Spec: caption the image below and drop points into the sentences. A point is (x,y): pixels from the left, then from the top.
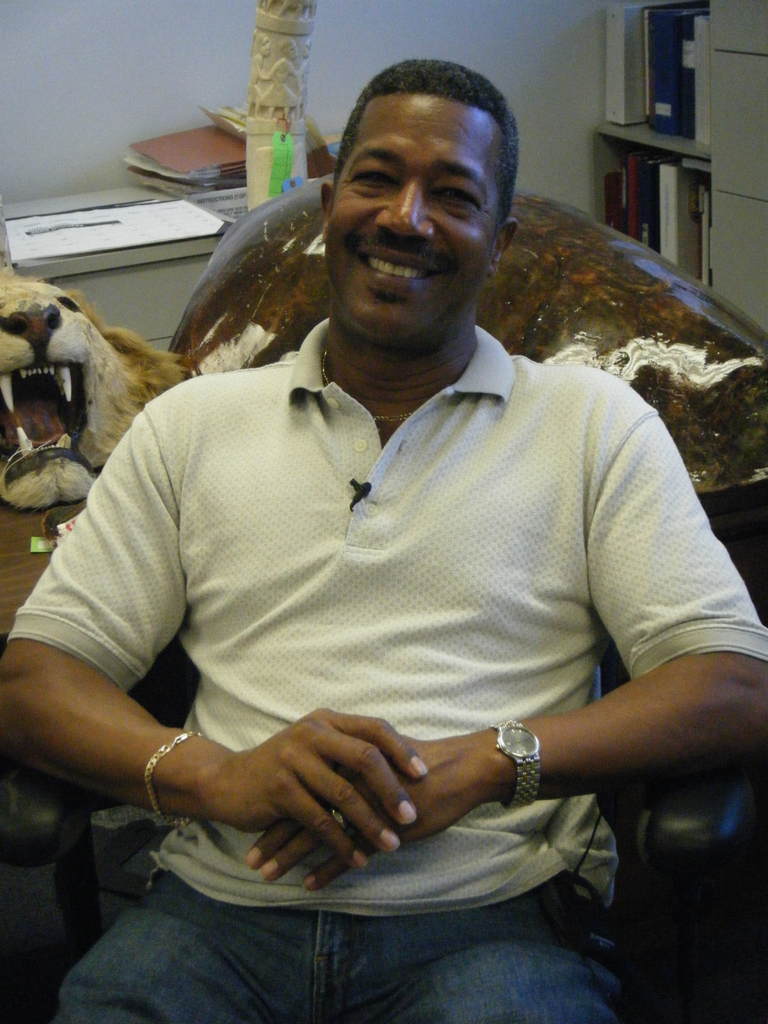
In this picture I can observe a man (295,563) sitting in the chair (188,673). He is wearing white color T shirt (266,644). The man (359,536) is smiling. On the left side (102,341) I can observe the face (36,433) of a lion (54,367) placed on the table (41,513). In the background (130,48) there is a wall (500,48).
